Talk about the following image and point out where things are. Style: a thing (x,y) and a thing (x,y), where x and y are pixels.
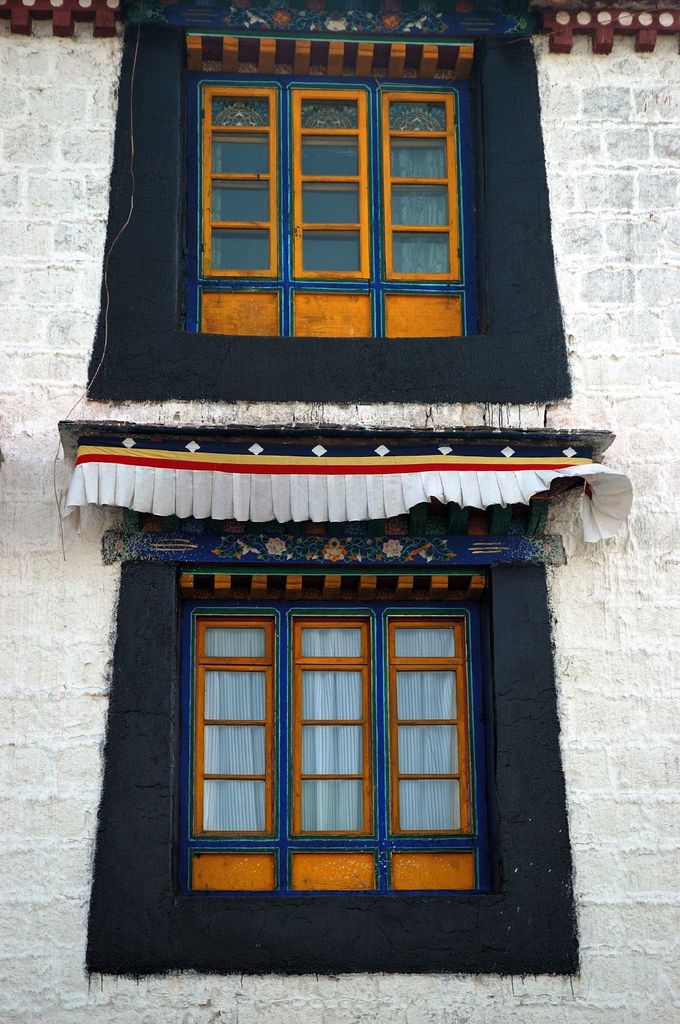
In this picture we can see two windows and a wall (24,746).
